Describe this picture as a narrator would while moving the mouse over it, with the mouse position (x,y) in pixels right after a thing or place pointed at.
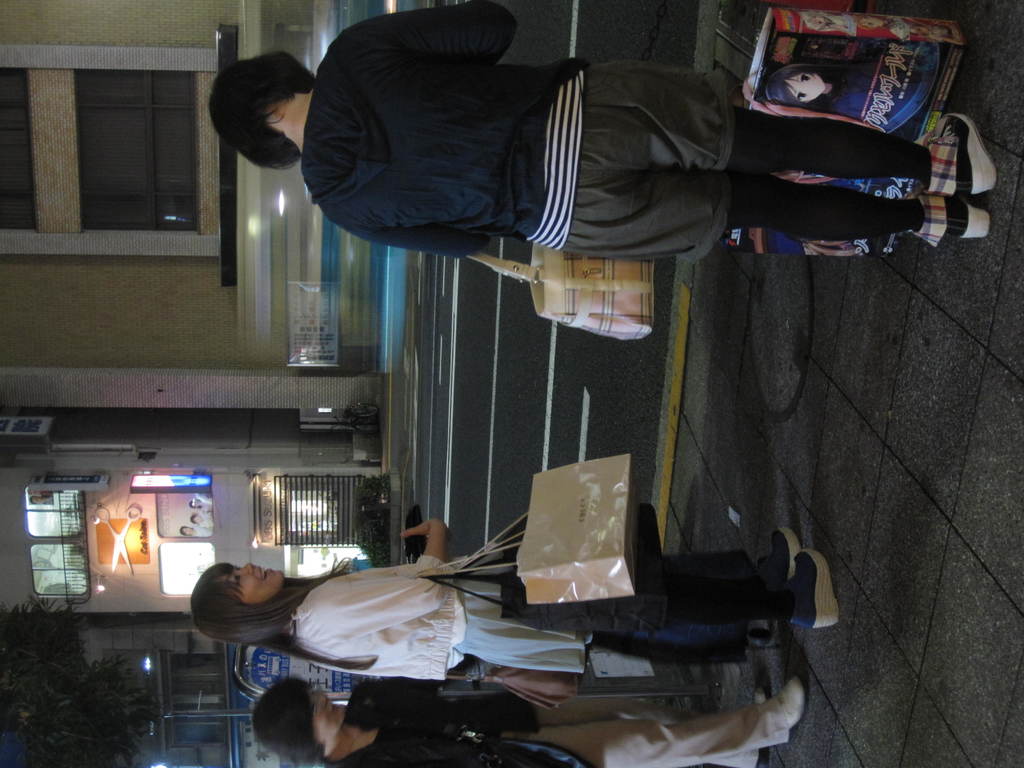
In the picture I can see three women (599,635) standing on the side of the road (601,449) and they are holding the bags (600,517). I can see the buildings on the side of the road (474,307). There is a tree (29,729) on the bottom left side of the picture (54,723).
